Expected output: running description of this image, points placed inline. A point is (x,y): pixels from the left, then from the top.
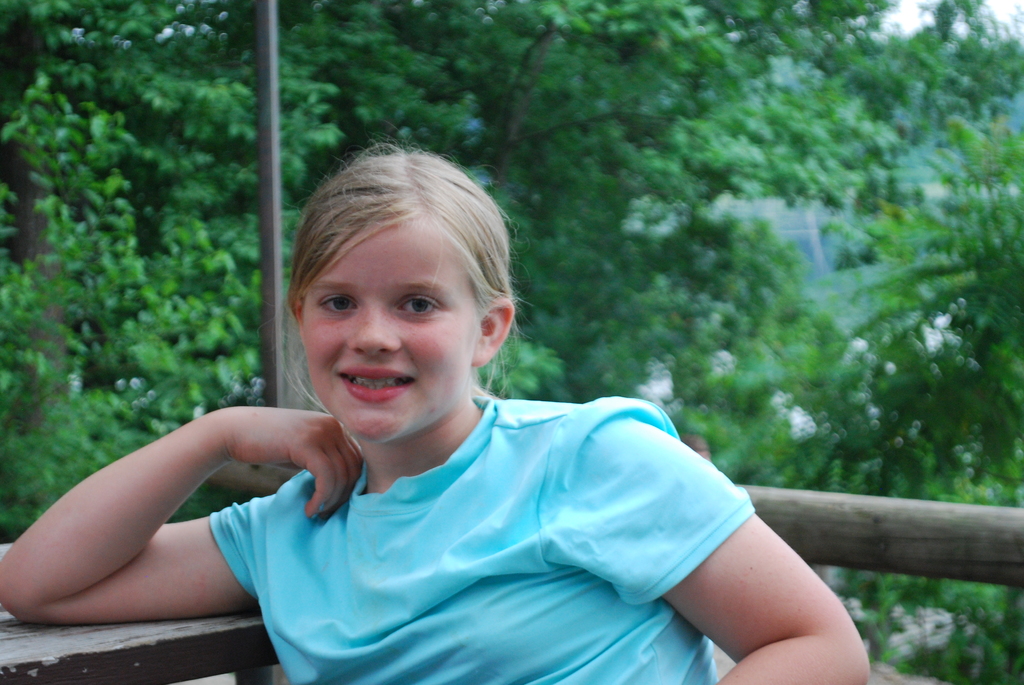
In this image we can see a girl (486,575) smiling. In the background (248,277) there is a pole (271,37) and trees (870,319). On the left (115,661) there is a table (150,656).
